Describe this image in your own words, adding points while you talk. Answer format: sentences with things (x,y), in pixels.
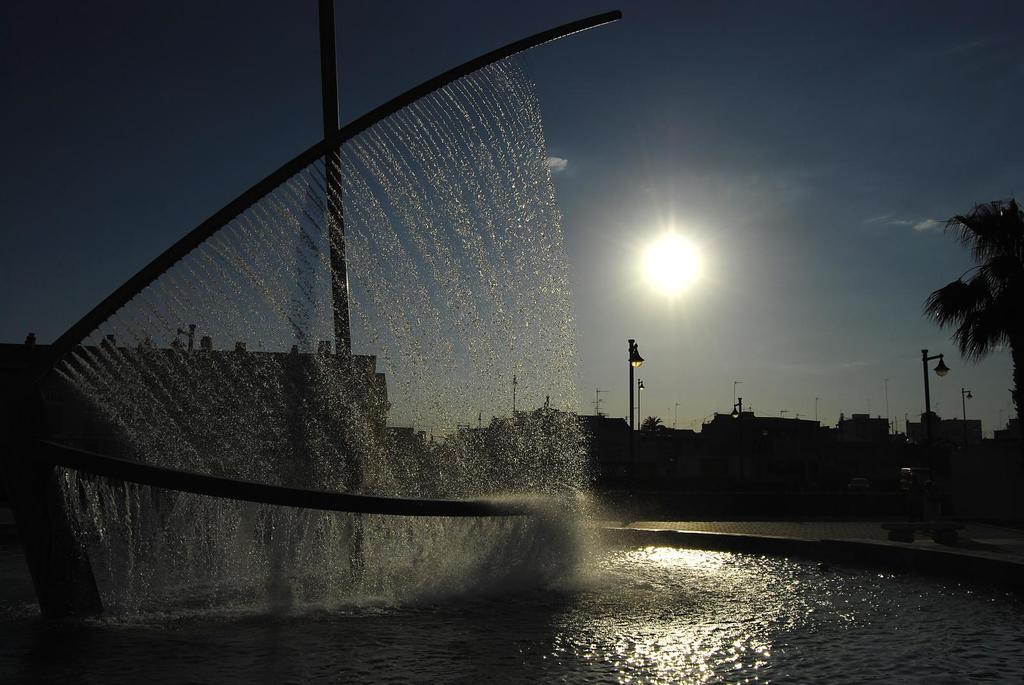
In this image we can see a fountain (411,602). We can see the water (524,411) in the image. We can see the sun (660,274) in the sky (817,208). There are few buildings (722,447) in the image. There is a tree (972,302) at the right side of the image (1013,278).
